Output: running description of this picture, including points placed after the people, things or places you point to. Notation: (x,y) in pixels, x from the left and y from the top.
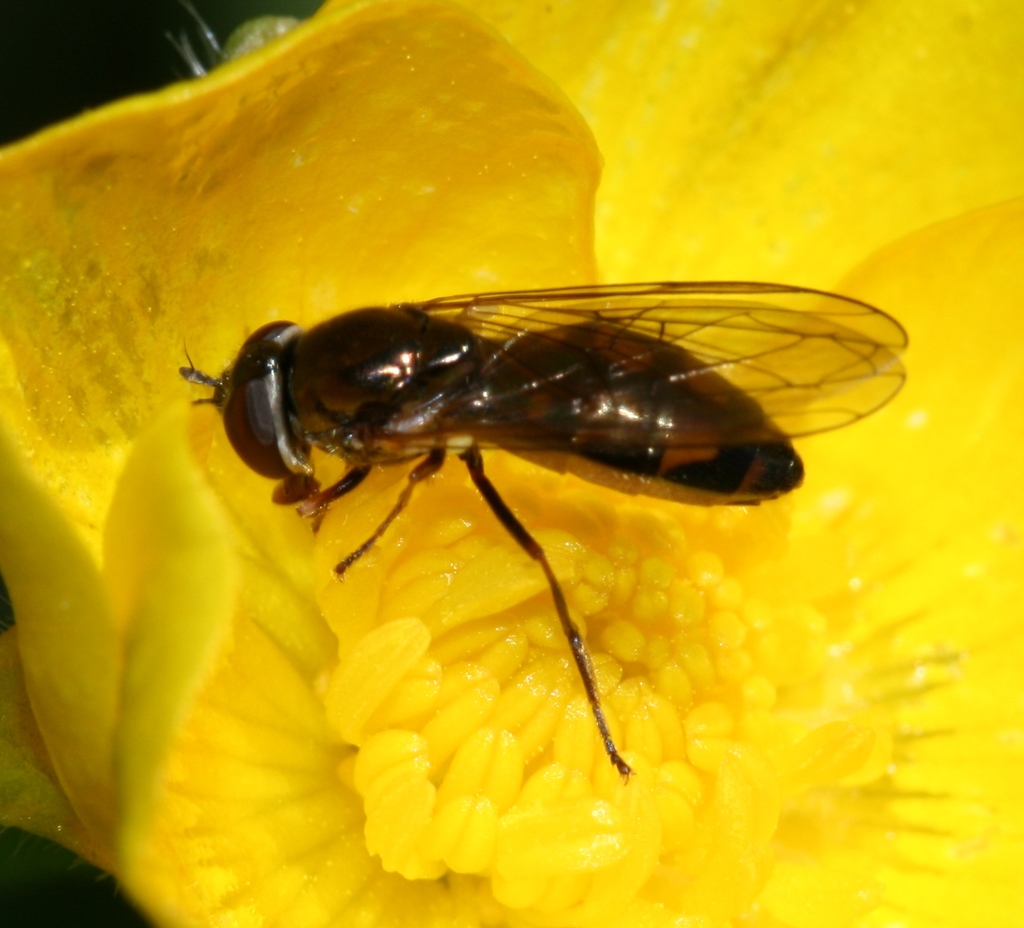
In this image there is a fly (520,366) on the flower (603,776).
